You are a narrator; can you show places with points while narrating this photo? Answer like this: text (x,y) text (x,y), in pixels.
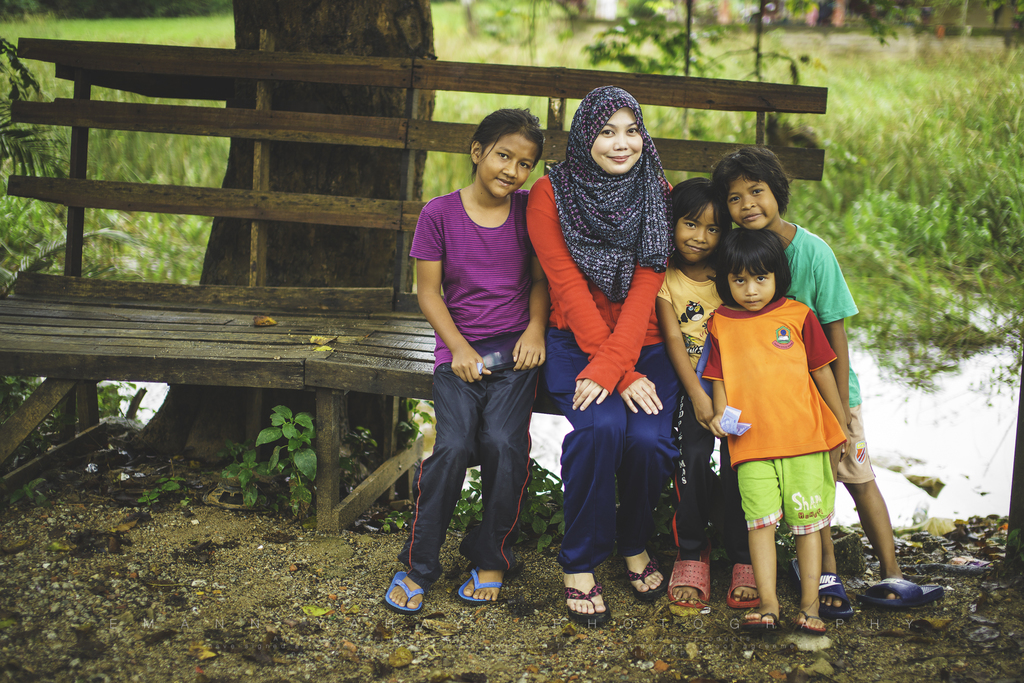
In this image we can see a few people (612,326), among them, some are sitting on the bench (319,439) and some are standing, there are some plants (5,258), trees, water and grass (912,194).
